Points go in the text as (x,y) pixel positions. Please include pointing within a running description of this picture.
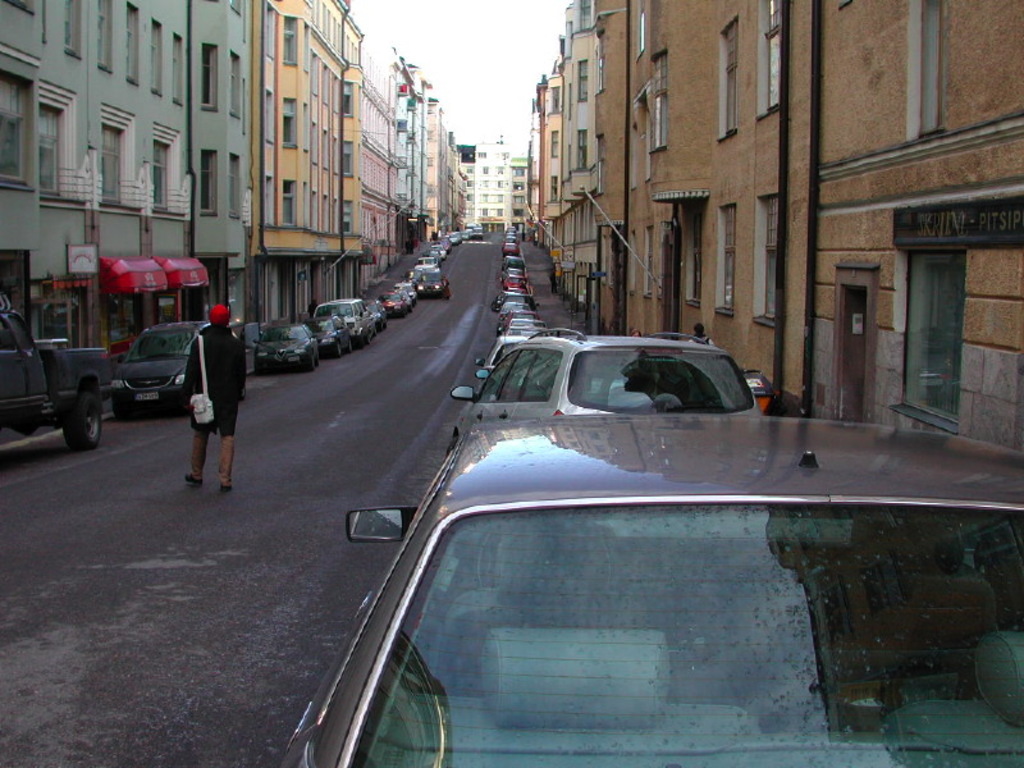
In this image, we can see some cars (531,315) in between buildings (784,181). There is a person (227,398) walking on the road (198,533). There is a sky (395,37) at the top of the image (492,53).
